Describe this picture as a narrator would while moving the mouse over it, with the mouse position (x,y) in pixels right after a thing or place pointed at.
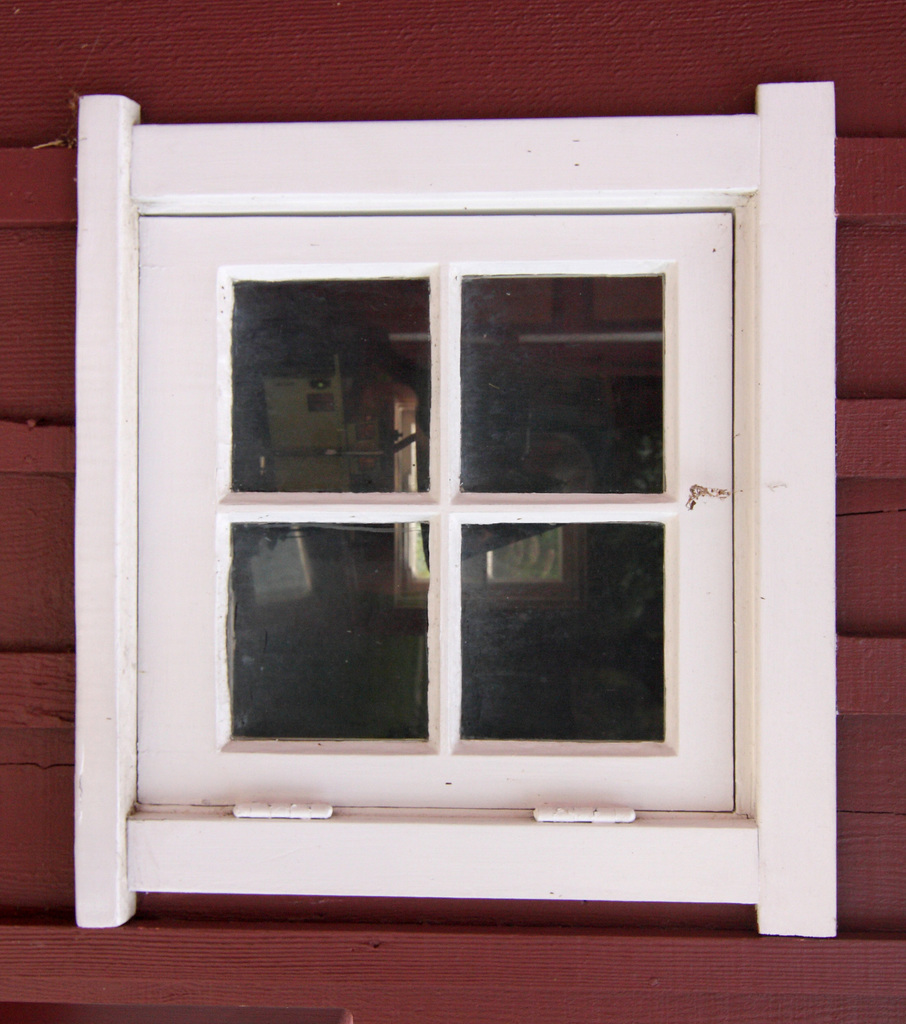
In the image we can see in front (207,481) there is a window (304,422) which is in square shape and there are four divisions (363,342) on the window (445,626). The wall (301,3) is in brown colour and on it window (474,862) is attached.
